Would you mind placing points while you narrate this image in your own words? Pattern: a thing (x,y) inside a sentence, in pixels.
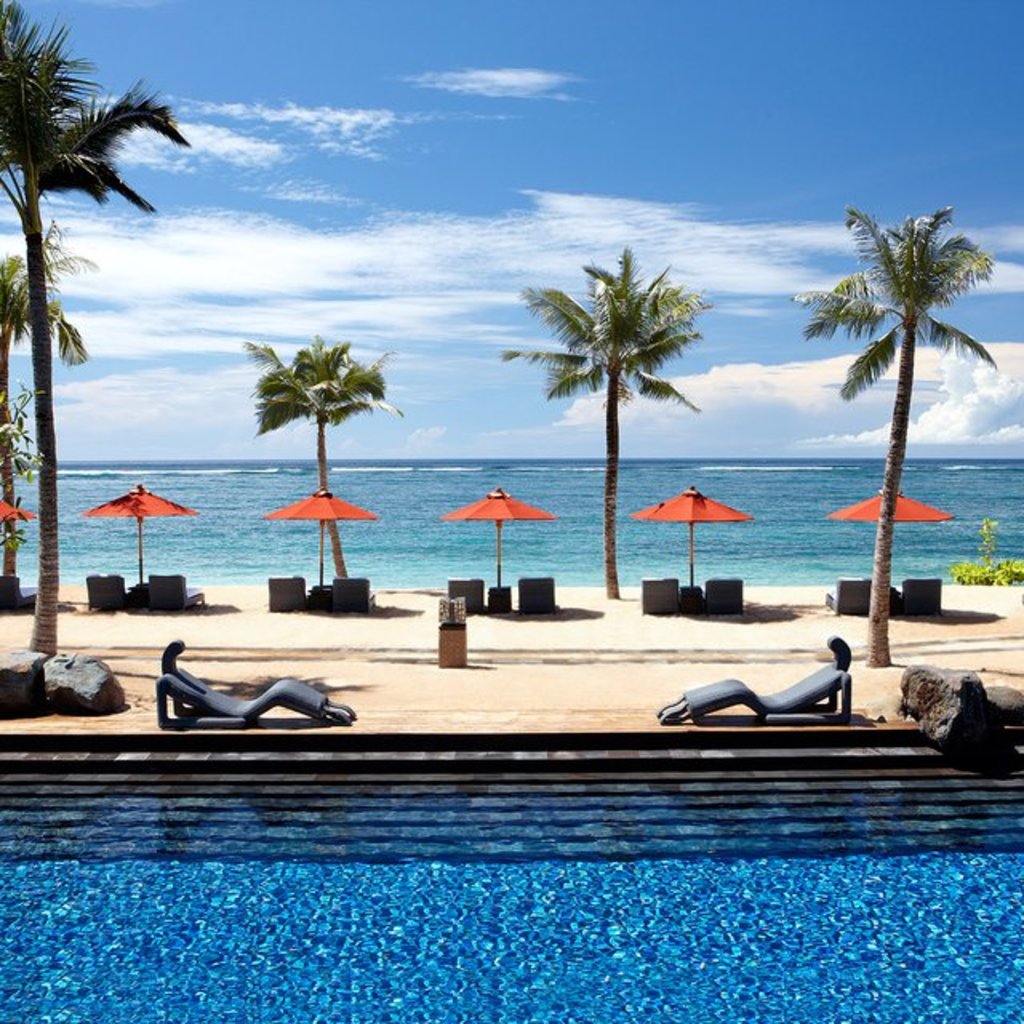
We can see water (237,851), chairs (323,697), trees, umbrellas (319,514), plants (965,565) and rocks (58,702). In the background (559,540) we can see water (404,464) and sky (445,288) with clouds (456,279).
